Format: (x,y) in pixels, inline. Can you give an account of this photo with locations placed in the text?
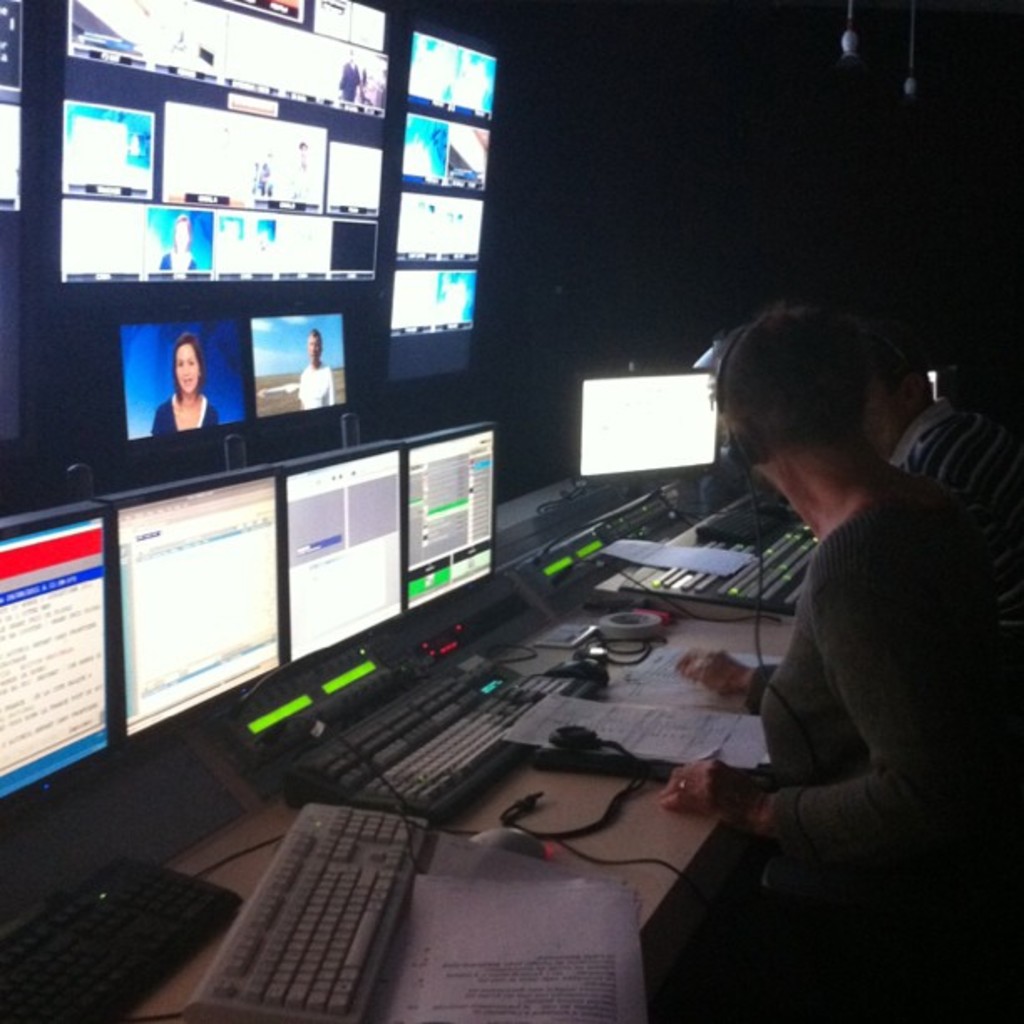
In this image, there are two persons (870,351) wearing headset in front of the table (659,787) contains keyboards (346,820) and monitors (616,455). There are some screens (249,87) in the top left of the image (171,159).
